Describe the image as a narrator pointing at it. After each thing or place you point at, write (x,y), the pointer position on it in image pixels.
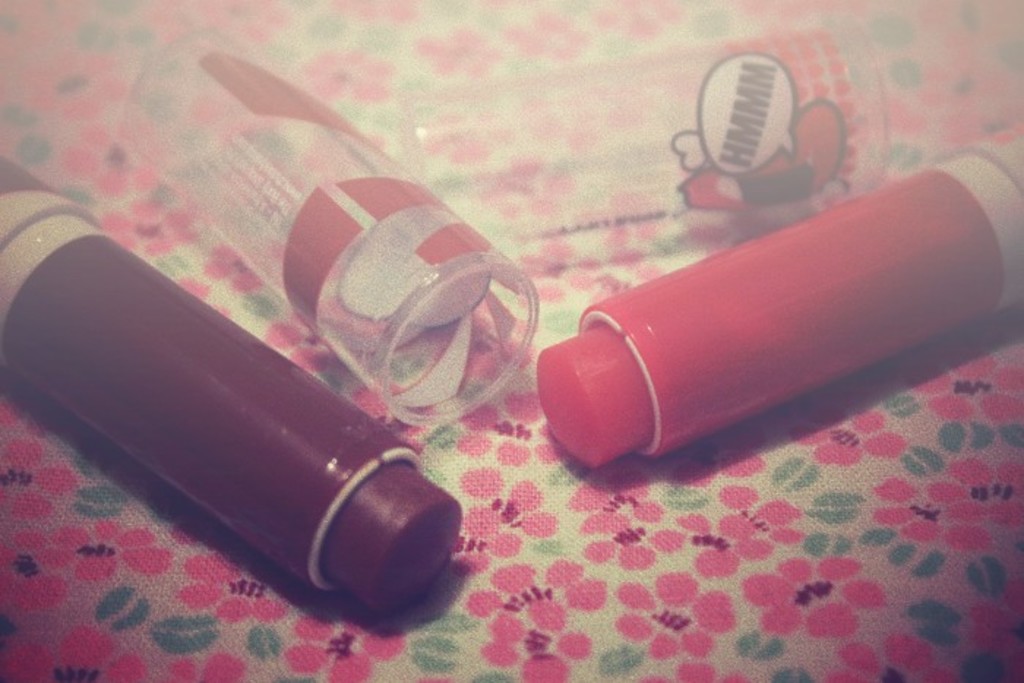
In the center of the image (392,444) we can see lipsticks (694,352) placed on the table (294,632).
